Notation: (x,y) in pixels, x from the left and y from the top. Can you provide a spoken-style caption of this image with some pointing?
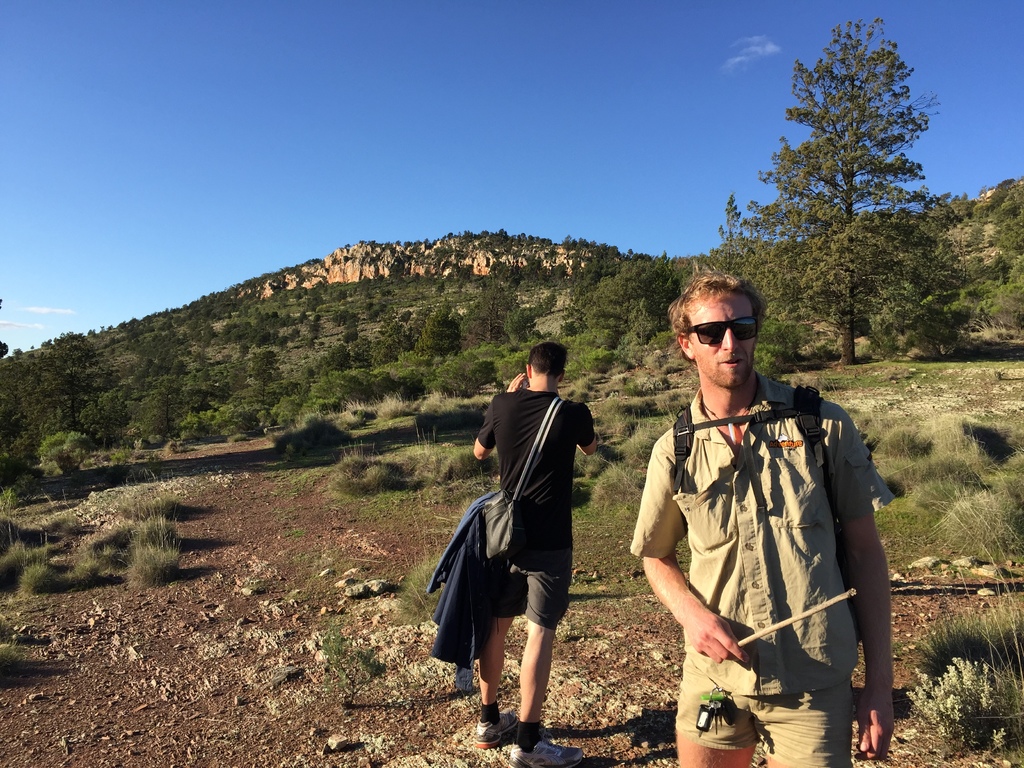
In this image there are two persons (733,352). In the background (453,301) there is a mountain (378,313) covered with grass (400,303) and plants (469,316). The sky (516,151) is blue and to the right (838,140) there is a tree (858,195). The man (771,450) in the front (749,452) is wearing a black bag (734,417) and wearing shades (723,327). The man (541,502) who is behind is wearing a side bag (505,500) and a black t-shirt (532,435).
